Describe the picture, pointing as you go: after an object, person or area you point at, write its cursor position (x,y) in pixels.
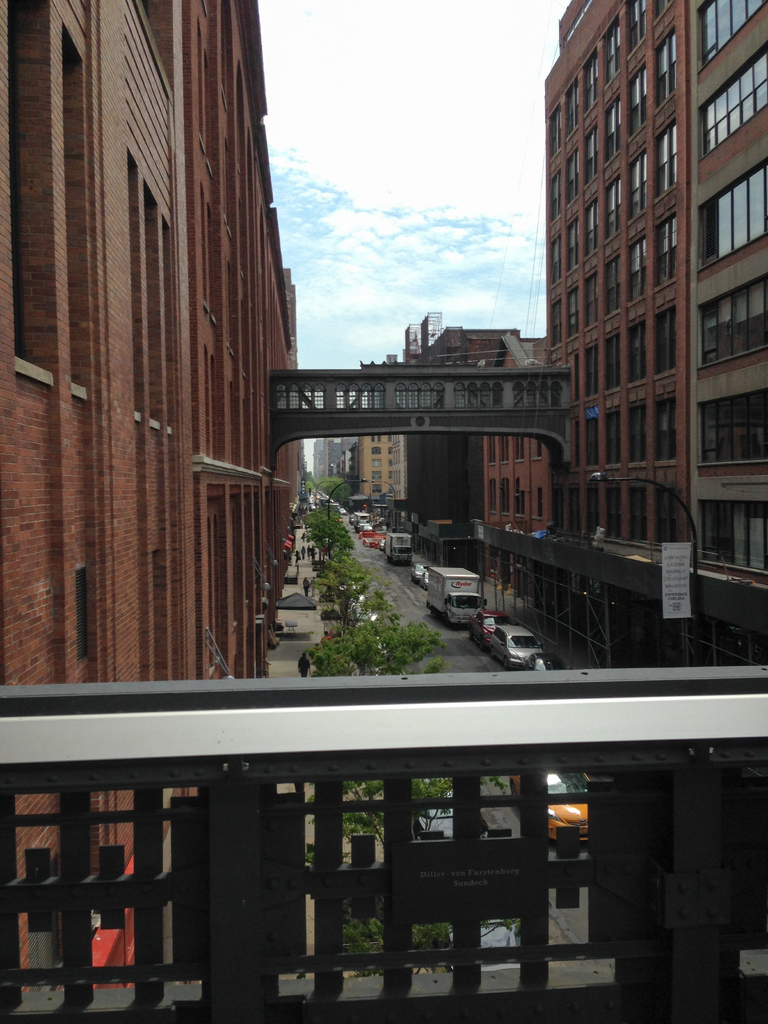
At the bottom of the picture (413,843), we see an iron railing (398,719). Behind that, we see the trees (339,532). Beside that, we see the vehicles (450,573) are moving on the road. On either side of the picture, we see the buildings (86,503) which are in brown color. On the right side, we see a board (676,576) in white color with some text (668,596) written. In the middle (505,423), we see a bridge (394,364). There are buildings (329,451), trees (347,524) and poles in the background (303,486). At the top (340,270), we see the sky (374,253).
